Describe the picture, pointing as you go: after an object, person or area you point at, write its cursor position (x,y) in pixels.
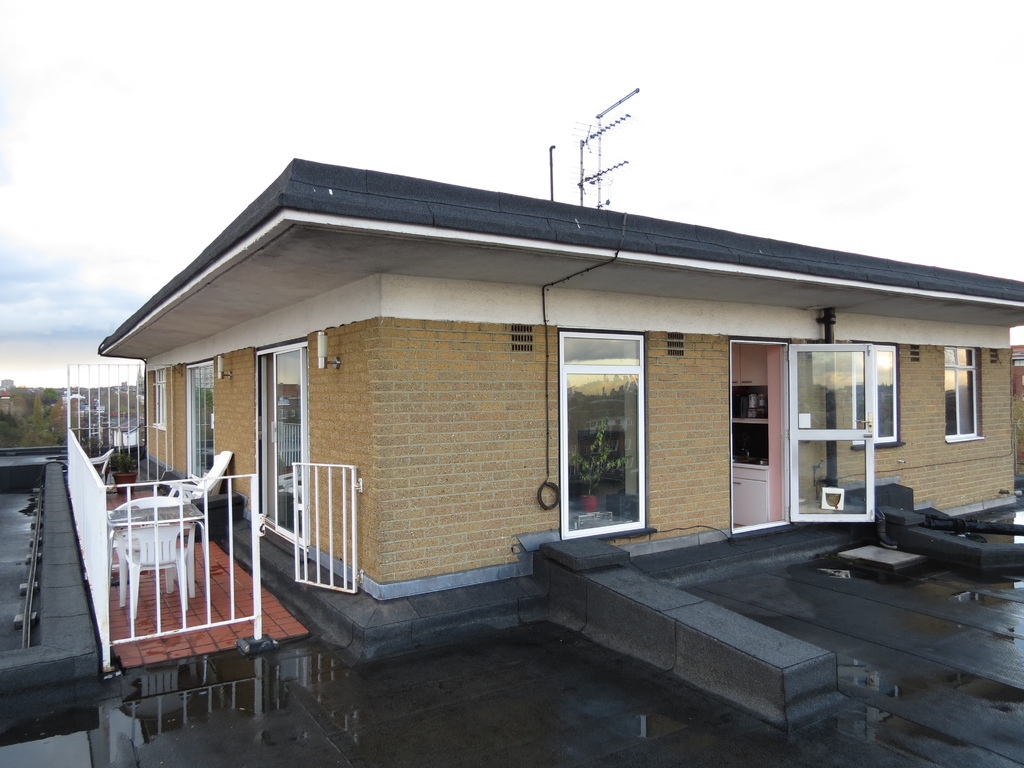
In this image I can see the building (460,511) which is brown, cream and white in color, the railing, a chair (193,492), few doors (822,414) and an antenna (600,123) on the building (795,409). In the background (647,160) I can see the sky (466,127).
